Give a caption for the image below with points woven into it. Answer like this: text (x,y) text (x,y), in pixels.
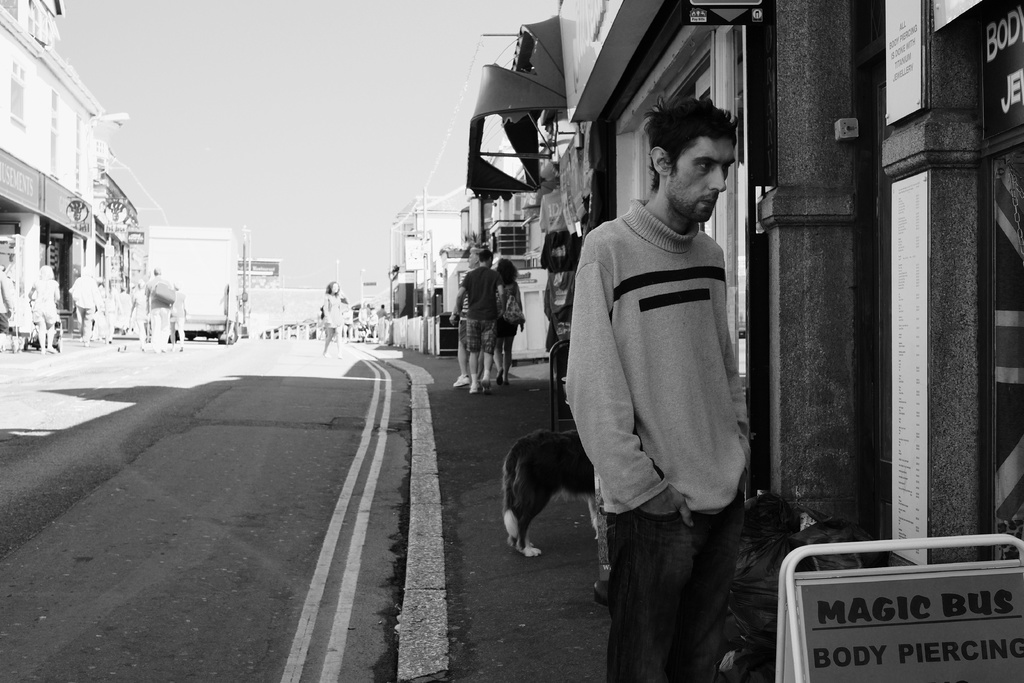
This is a black and white image, where there are group of people (665,407) standing, buildings (301,309), road (285,348), boards (1018,89), and in the background (282,212) there is sky (217,103).
